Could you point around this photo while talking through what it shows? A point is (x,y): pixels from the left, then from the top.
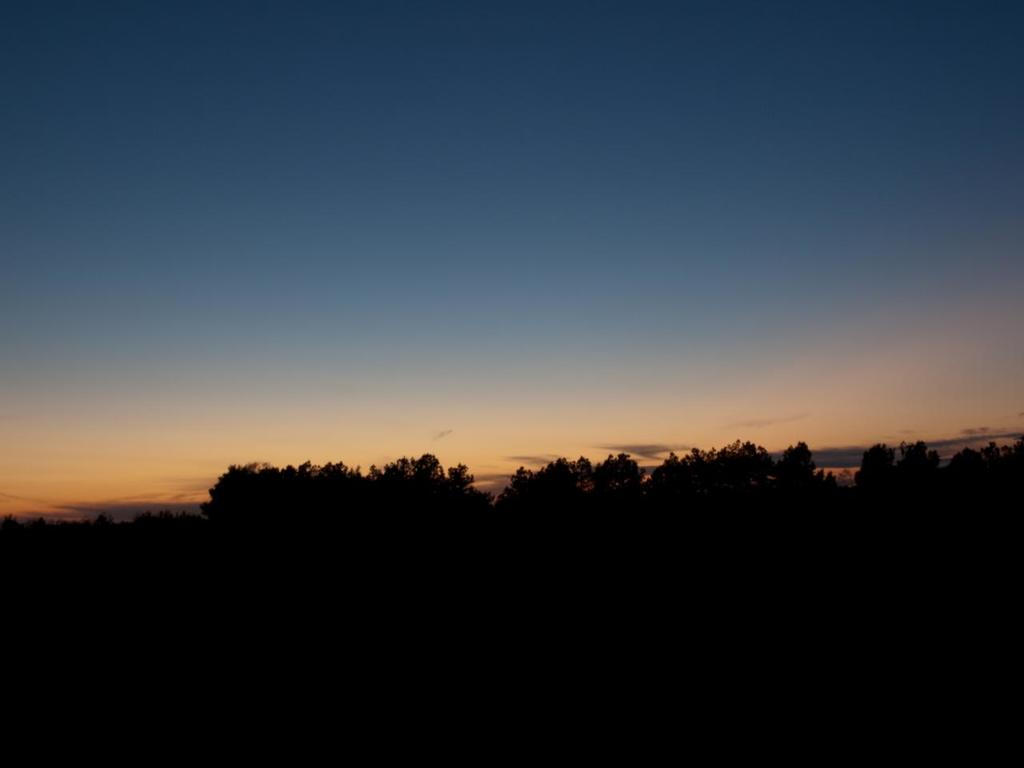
In the picture I can see trees (638,535). In the background (496,295) I can see the sky (452,343). This image is little bit dark.
